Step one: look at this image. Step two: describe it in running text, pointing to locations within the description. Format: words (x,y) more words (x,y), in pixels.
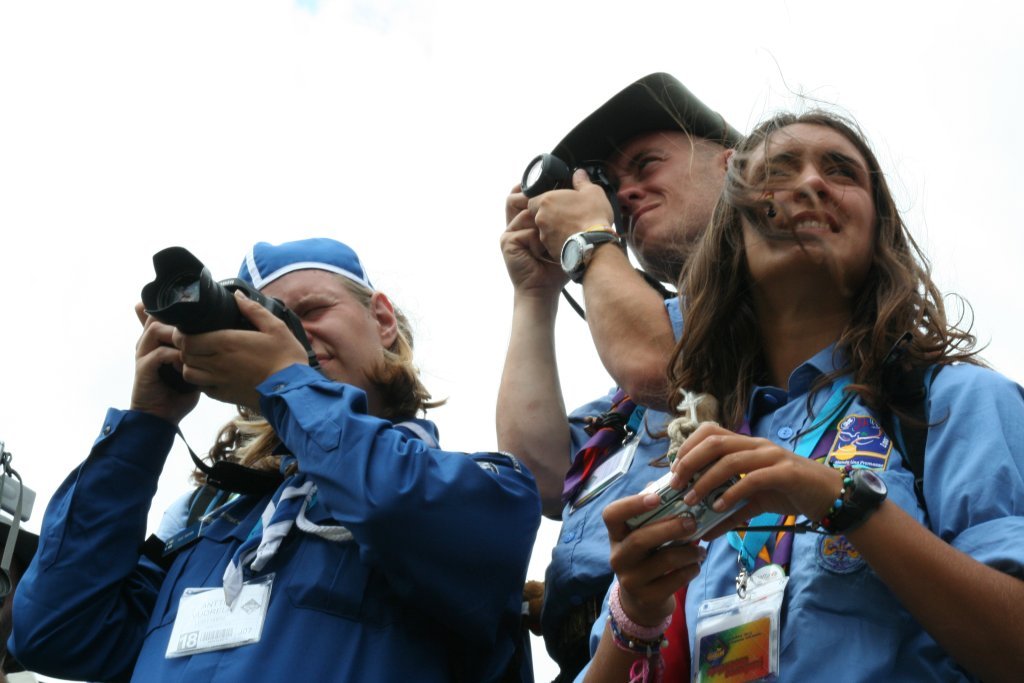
This is the picture of three people (753,507) wearing blue shirts (894,484), tags (743,623) and they are holding the cameras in their hands (680,575).
